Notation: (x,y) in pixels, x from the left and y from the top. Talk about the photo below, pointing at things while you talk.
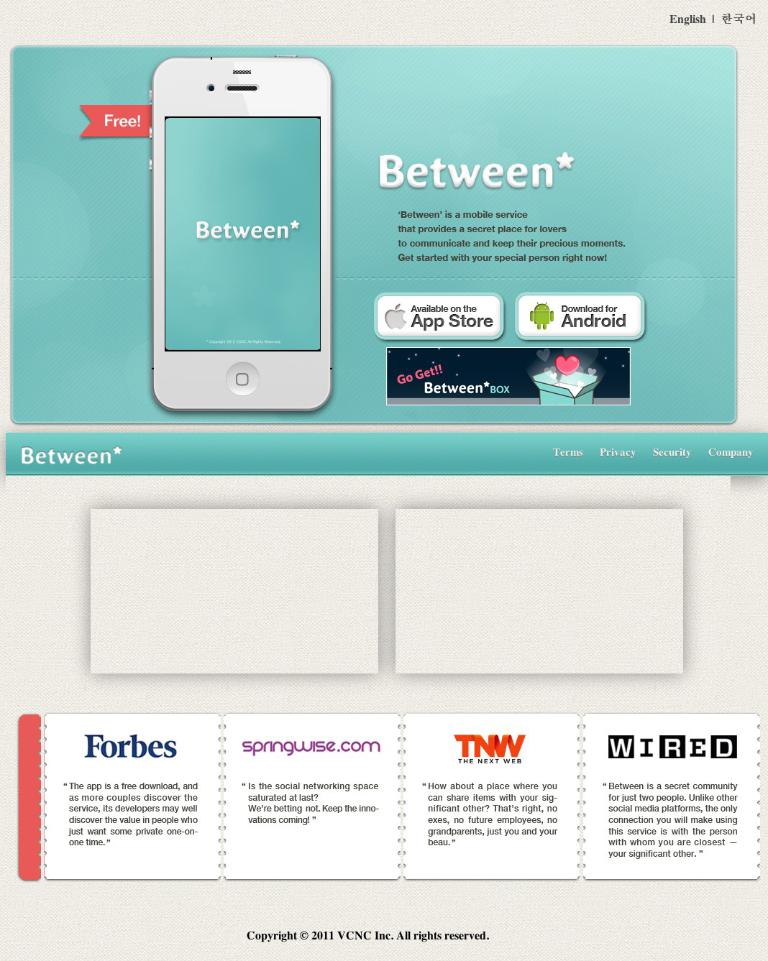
In this image there is a poster (504,535) with a picture (170,163) of an iPhone (182,111) and some text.
